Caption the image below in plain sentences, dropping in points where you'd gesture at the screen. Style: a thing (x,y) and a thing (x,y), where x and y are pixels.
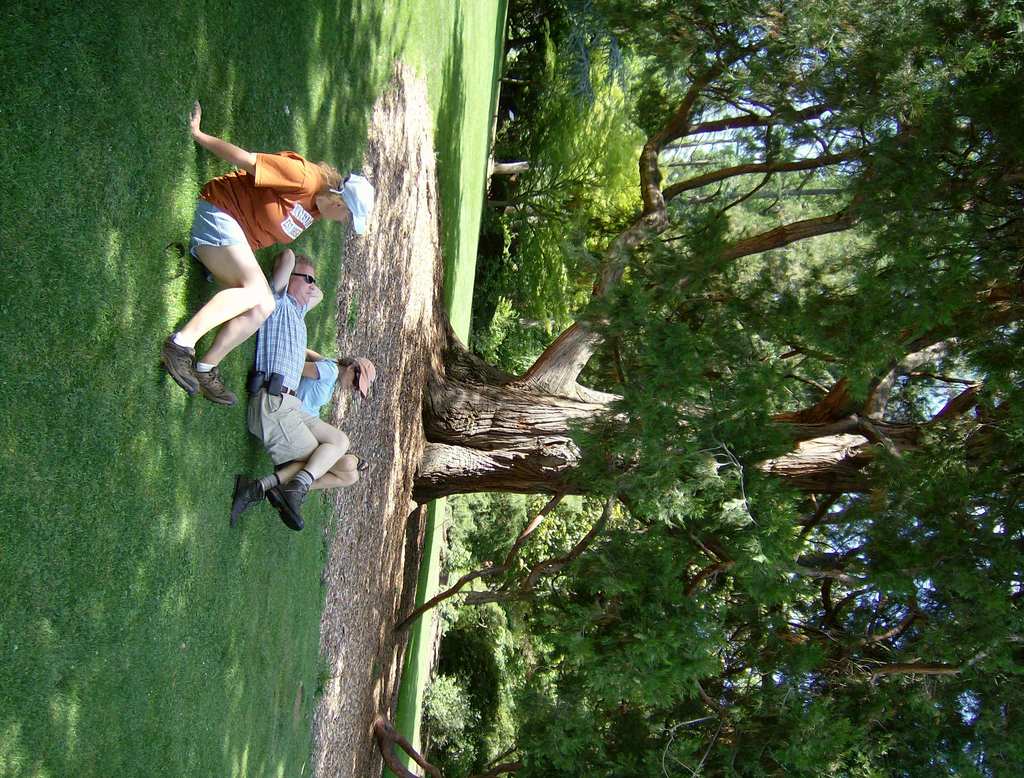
It is the vertical image in which there is a man (282,345) sleeping on the ground (175,211). Beside him there are two women (240,281) who are sitting on the ground (160,223). In the background (634,263) there are trees (611,387).
